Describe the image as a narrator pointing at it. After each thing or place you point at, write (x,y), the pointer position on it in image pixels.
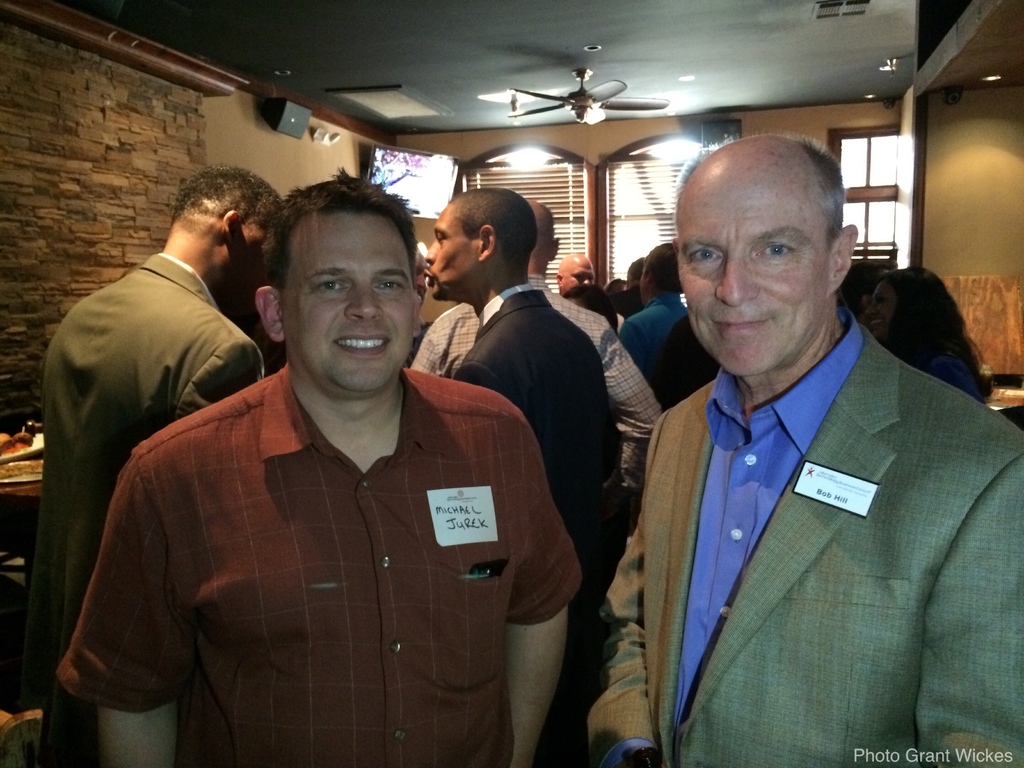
This image is taken indoors. In the background (146,201) there is a wall (284,185) with a window (874,199) and a door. There are two window blinds (570,223). At the top of the image (430,14) there is a ceiling (492,52) and there is a fan (595,115). In the middle of the image (615,288) a few people (210,214) are standing on the floor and talking. Two men (421,490) are standing and they are with smiling faces (786,218). On the left side of the image (35,494) there is a table (35,486) with a few things (13,460) on it.
